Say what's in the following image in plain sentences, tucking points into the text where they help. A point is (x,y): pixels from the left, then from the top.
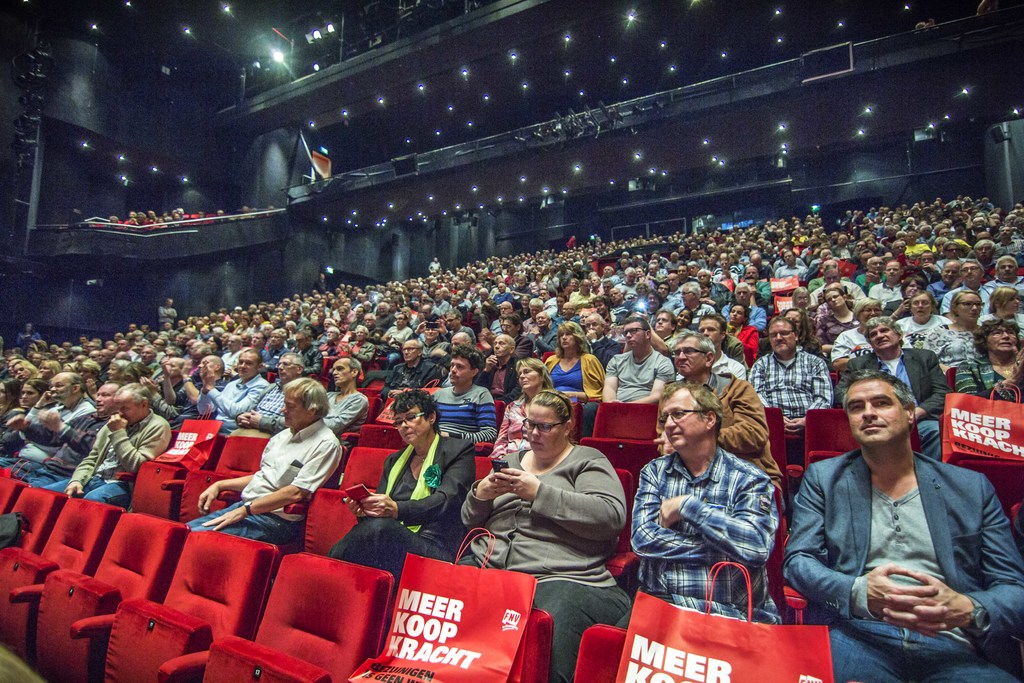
In the foreground (331,550) I can see a crowd (497,387) is sitting on the chairs (356,480) and bags (486,664). In the background (120,217) I can see lights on a ceiling (333,118), group of people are sitting, fence (138,226) and metal objects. This image is taken may be in a theater (36,219).
